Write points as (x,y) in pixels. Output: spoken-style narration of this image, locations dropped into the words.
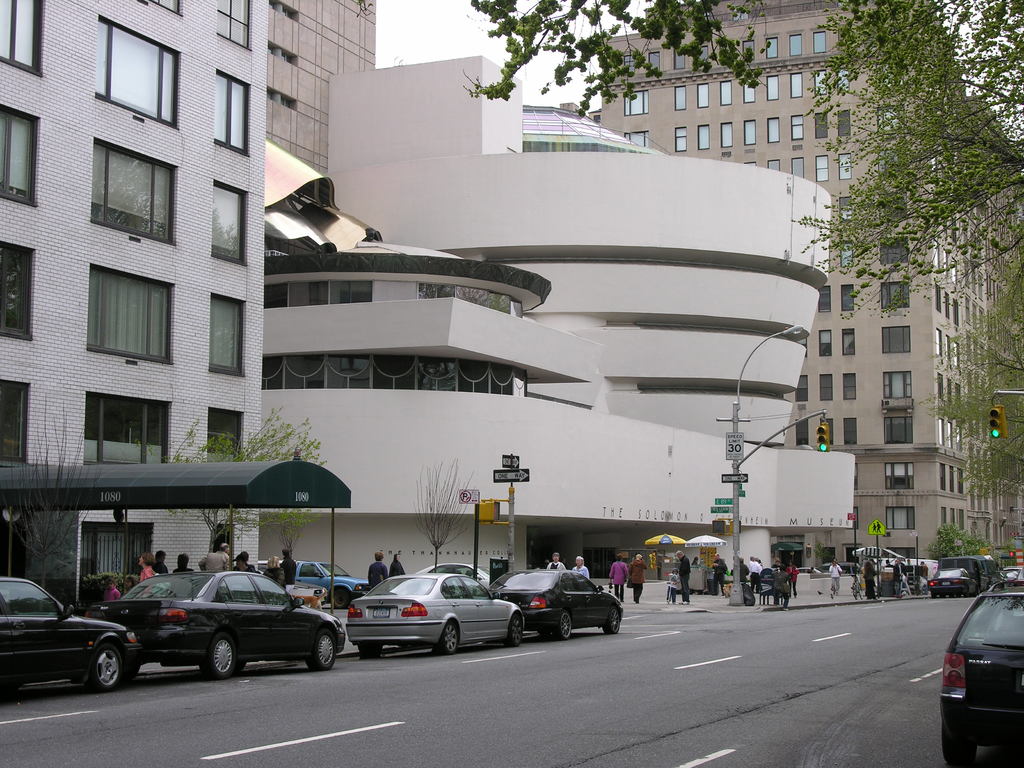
In this image few cars (150,601) are on the road (451,695). Few persons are walking on the pavement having few umbrellas (696,545). There are few poles (738,595) having few boards (460,492) attached to it. There is a traffic light (823,449) attached to the pole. Right side (1010,390) there is a traffic light (997,413) attached to the pole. Behind there are few trees (942,197). Background (636,508) there are few buildings (42,423). Top of image (438,30) there is sky (443,46).
